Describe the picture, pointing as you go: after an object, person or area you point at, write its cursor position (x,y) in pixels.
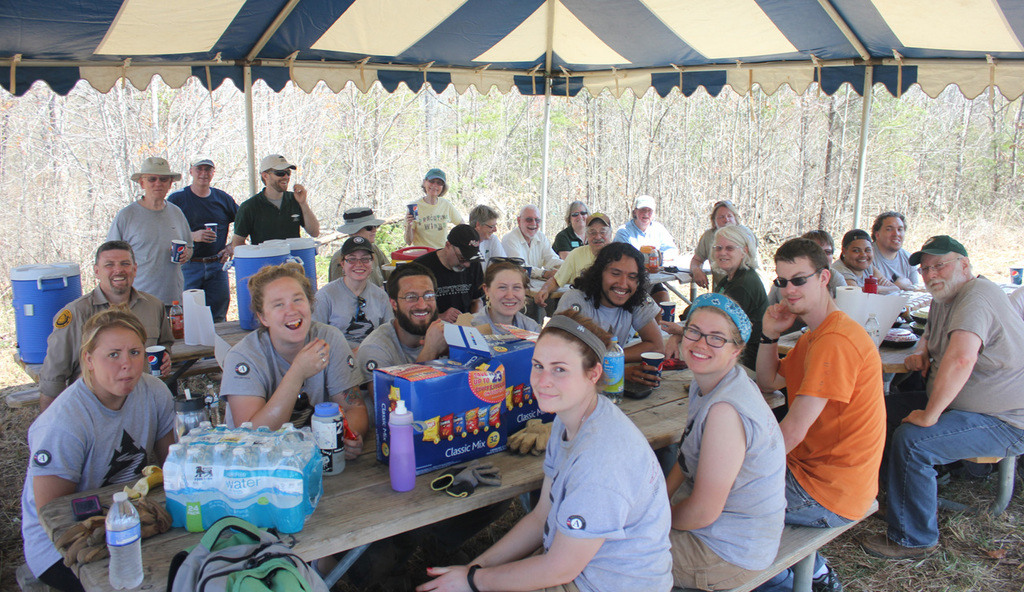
In this image I can see number of people (460,246) where few are standing and rest all are sitting on benches (366,499). On these benches (85,584) I can also see number of bottles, few containers (35,334), few boxes (484,345) and other stuffs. I can also see few people (620,336) are holding glasses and in the background (796,127) I can see few poles (862,131) and number of trees (404,150). I can also see a tent (63,91) on the top side of this image (435,63).
